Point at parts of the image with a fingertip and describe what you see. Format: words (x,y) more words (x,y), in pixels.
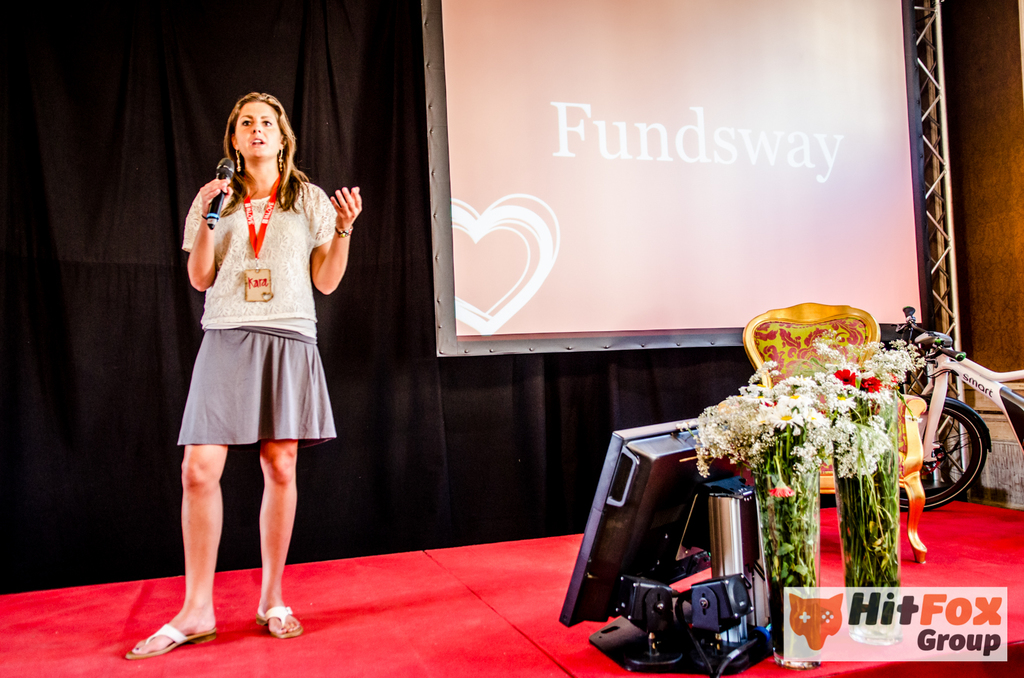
In the image we can see a woman (220,361) standing wearing clothes (264,357), identity card (262,281), earrings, bracelets (342,233) and she is holding a microphone (222,166) in her hand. Here we can see flower bouquet (855,452), bicycle (934,426), screen (633,468) and projector screen (637,223). Behind her we can see curtains (80,154), black in color. On the bottom right (808,625) we can see watermark (970,630).
